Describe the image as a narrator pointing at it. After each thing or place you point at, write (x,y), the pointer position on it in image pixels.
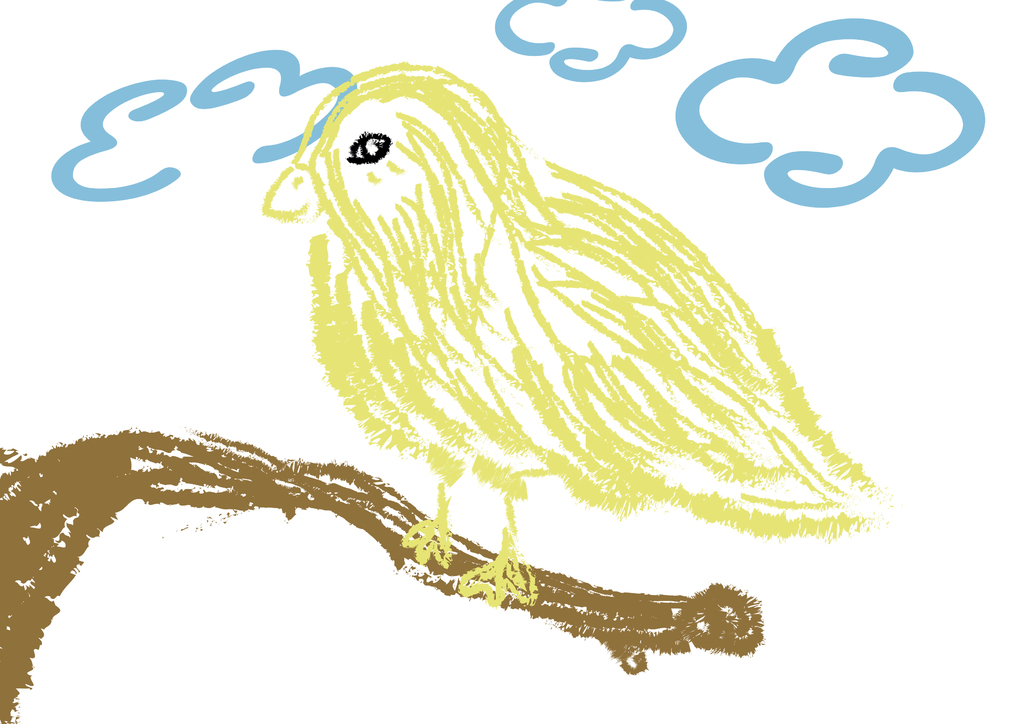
In this image we can see some drawing (511,510) of a bird (460,473) on the branch (225,486) of a tree (382,533) and some clouds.
